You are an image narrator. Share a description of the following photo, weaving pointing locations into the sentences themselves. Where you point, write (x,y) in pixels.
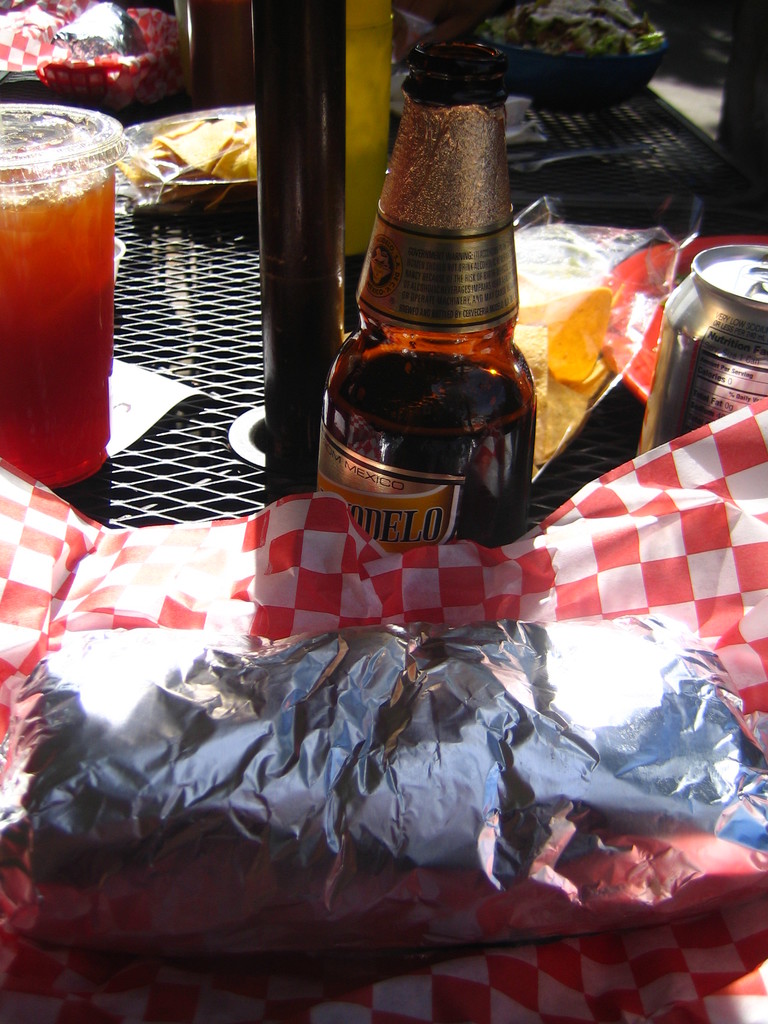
In this picture there is a bottle (472,50) of cool drink (475,284) which is placed over the table (606,183) and there is a glass (6,228) at the left side of the image (29,163).
